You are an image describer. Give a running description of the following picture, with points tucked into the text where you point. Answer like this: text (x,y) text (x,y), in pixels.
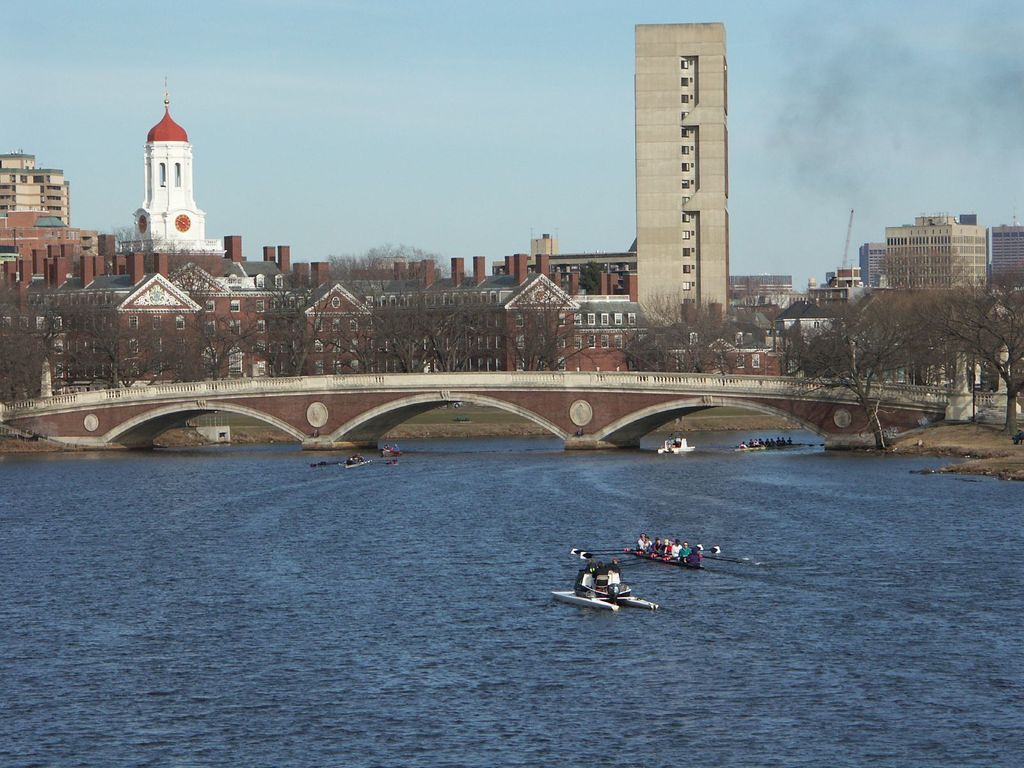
In this picture we can see boats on water (790,662), here we can see people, bridge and in the background (260,314) we can see buildings (269,303), trees (279,318), sky (790,243).
